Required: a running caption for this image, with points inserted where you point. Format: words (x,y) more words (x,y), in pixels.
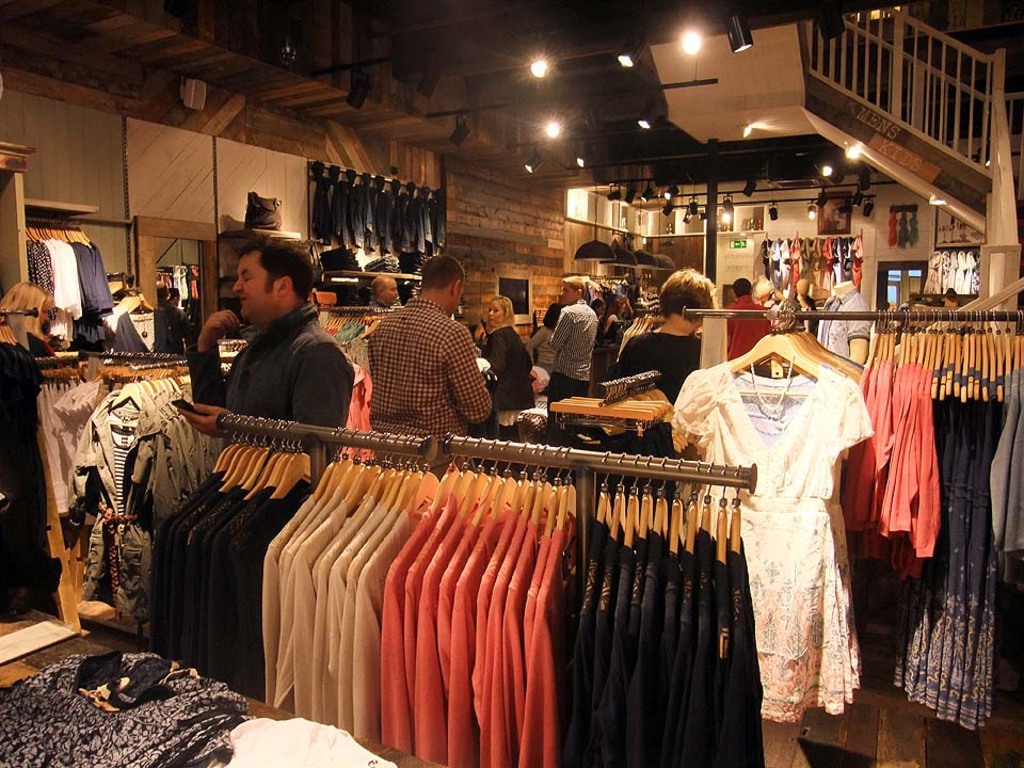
There are clothes (607,436), which are hung in the foreground area of the image (737,579), there are people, clothes (971,257), stairs (950,197) and lamps (593,245) in the background (606,257).
